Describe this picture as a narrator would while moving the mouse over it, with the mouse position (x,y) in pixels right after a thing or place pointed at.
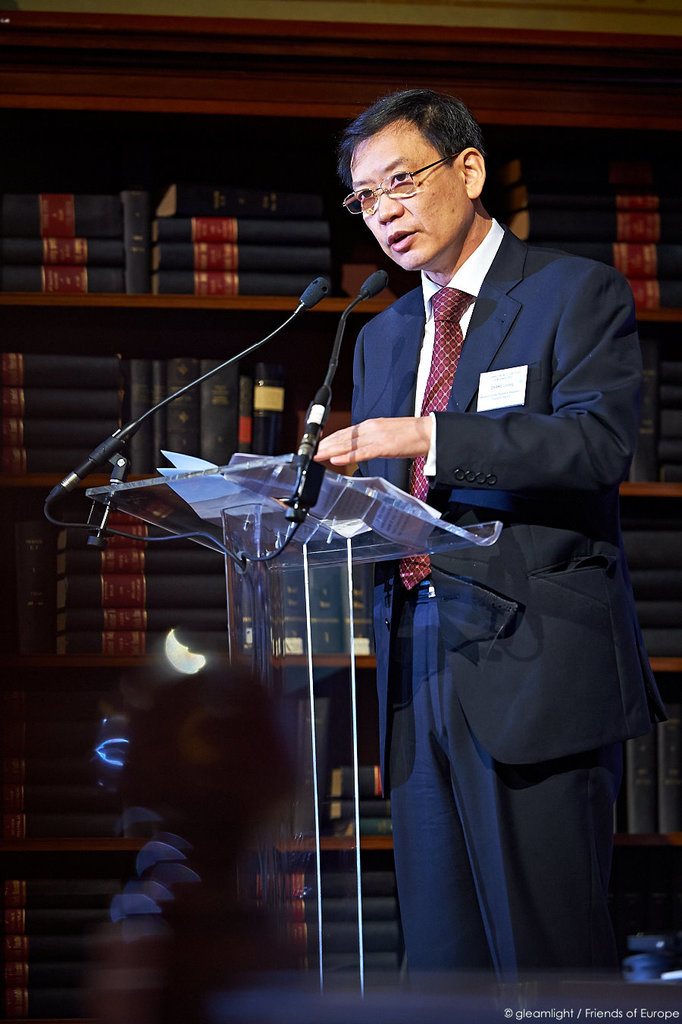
In this image I can see the person (483,479) standing in-front of the podium (227,509). I can see the mics (251,350) on the podium (309,569). I can see the person (371,421) is wearing the blazer (403,400), shirt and tie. In the background (203,345) I can see the books (94,386) in the cupboard (316,139).
